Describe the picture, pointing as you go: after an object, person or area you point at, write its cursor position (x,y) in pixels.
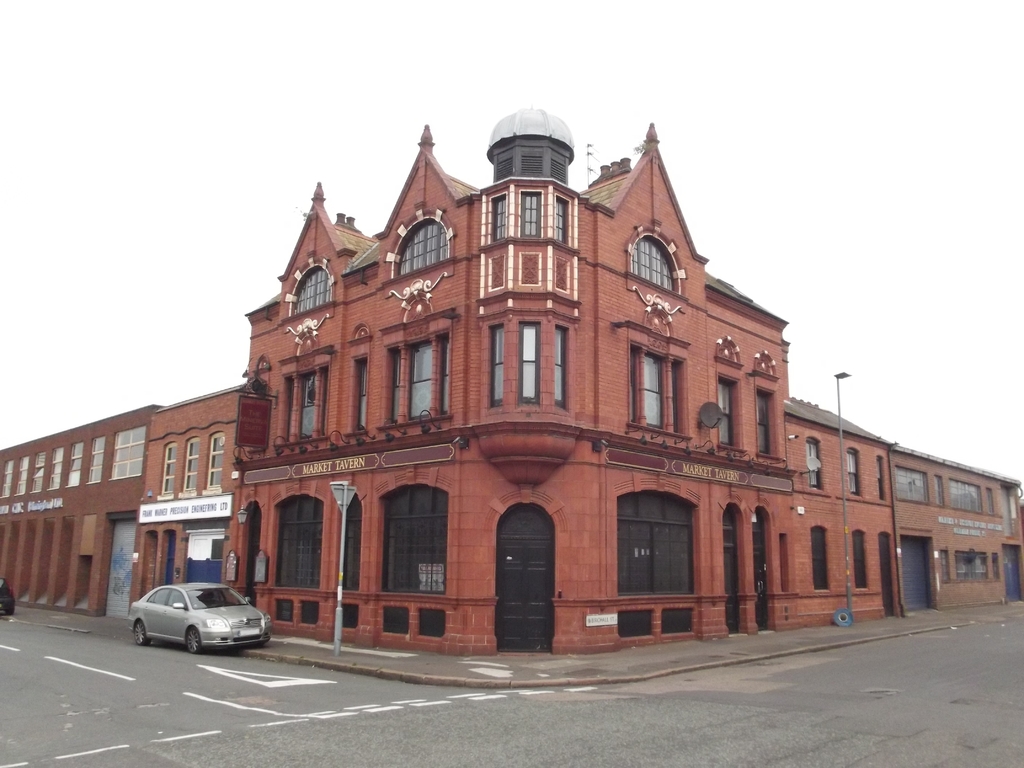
In this image we can see the buildings (526,320). And we can see the arches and the windows (537,238). And we can see the street lights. And we can see the road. And we can see a car (181,619). And we can see the sky (889,417).
